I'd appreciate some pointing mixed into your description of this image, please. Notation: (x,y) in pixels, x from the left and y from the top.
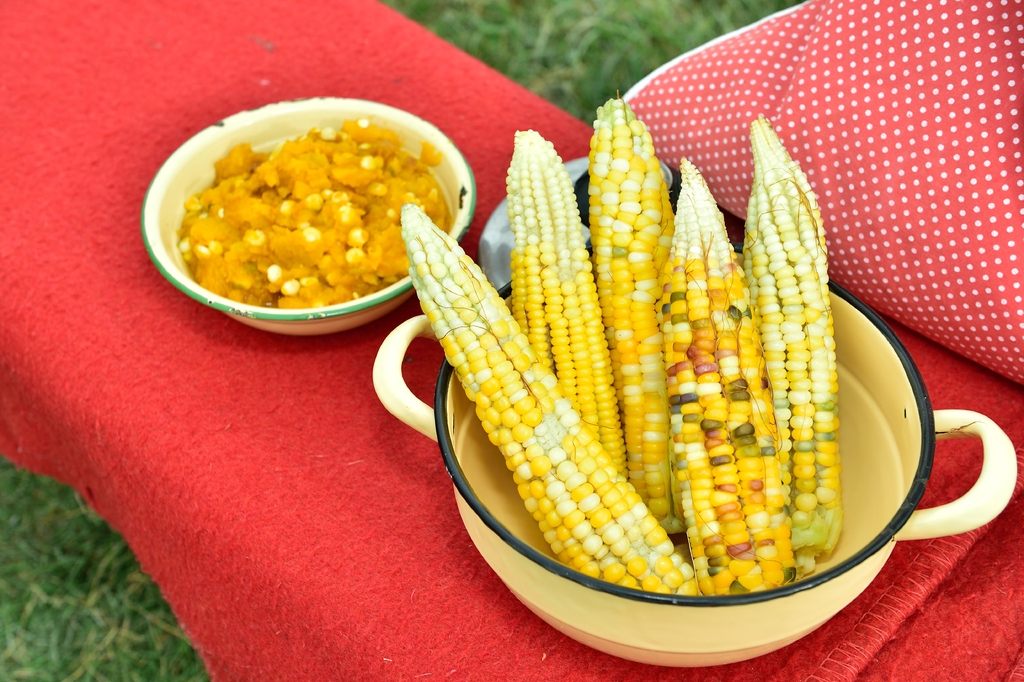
In this image I can see corn (634,371) in a dish (500,505) on a table (72,301). I can see a food item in a bowl (256,121) on the table (422,628).
